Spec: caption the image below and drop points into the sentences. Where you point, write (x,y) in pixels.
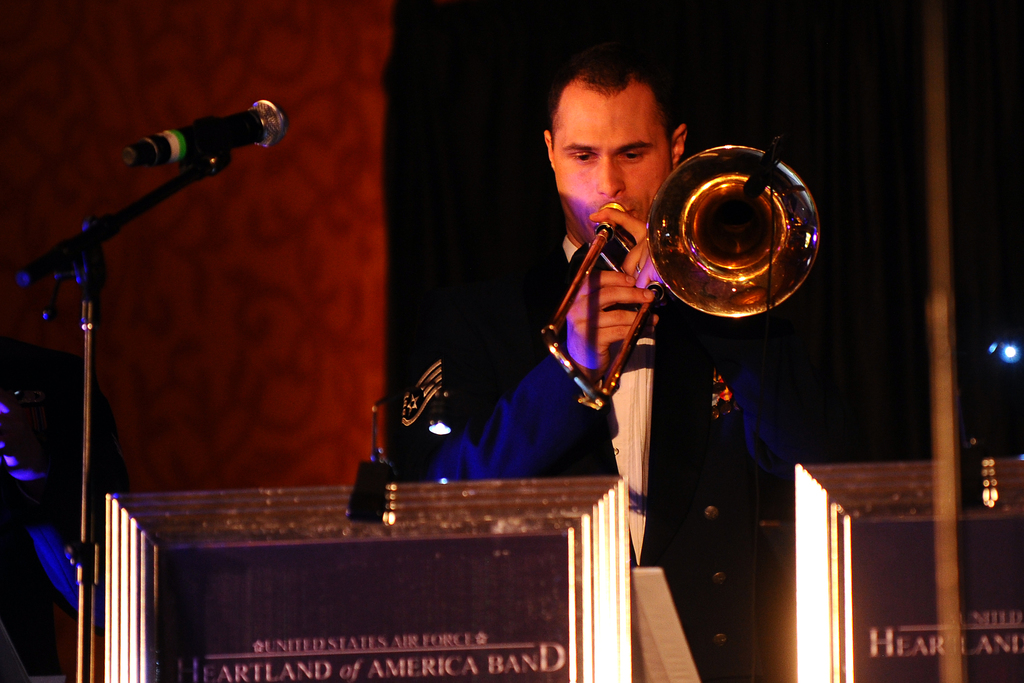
In this image, we can see a person (681,155) playing a musical instrument (733,217). We can also see some boards (600,548) with text (890,635). We can see a microphone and a light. We can also see an object (52,373) on the left (15,360). We can also see the background (276,373).
